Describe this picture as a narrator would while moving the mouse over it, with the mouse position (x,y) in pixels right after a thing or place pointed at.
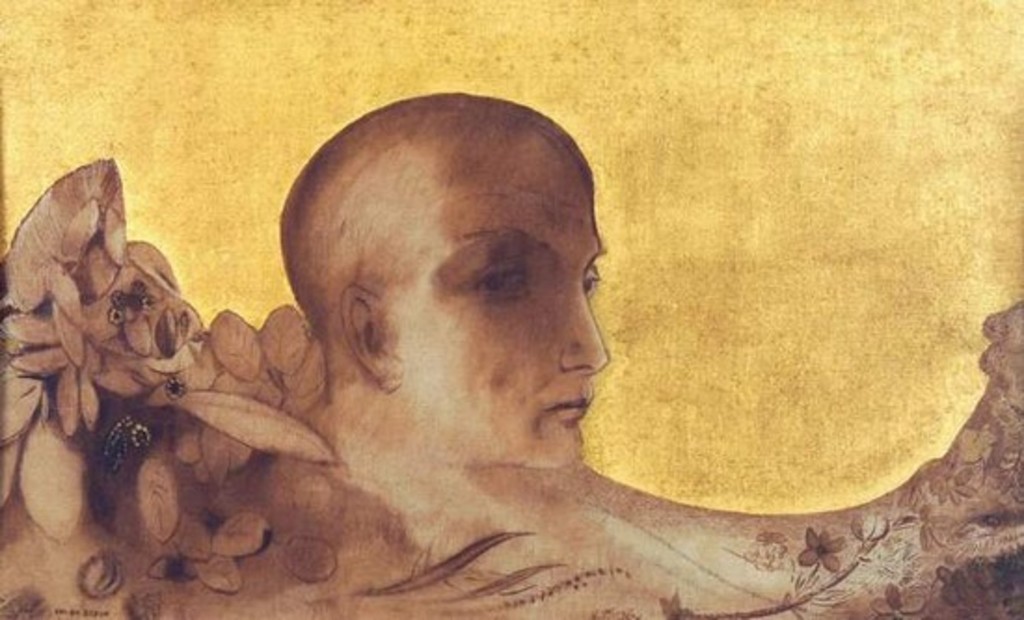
This picture contains the painting (296,400) of the man (400,424). In the background (740,218), it is yellow in color.
